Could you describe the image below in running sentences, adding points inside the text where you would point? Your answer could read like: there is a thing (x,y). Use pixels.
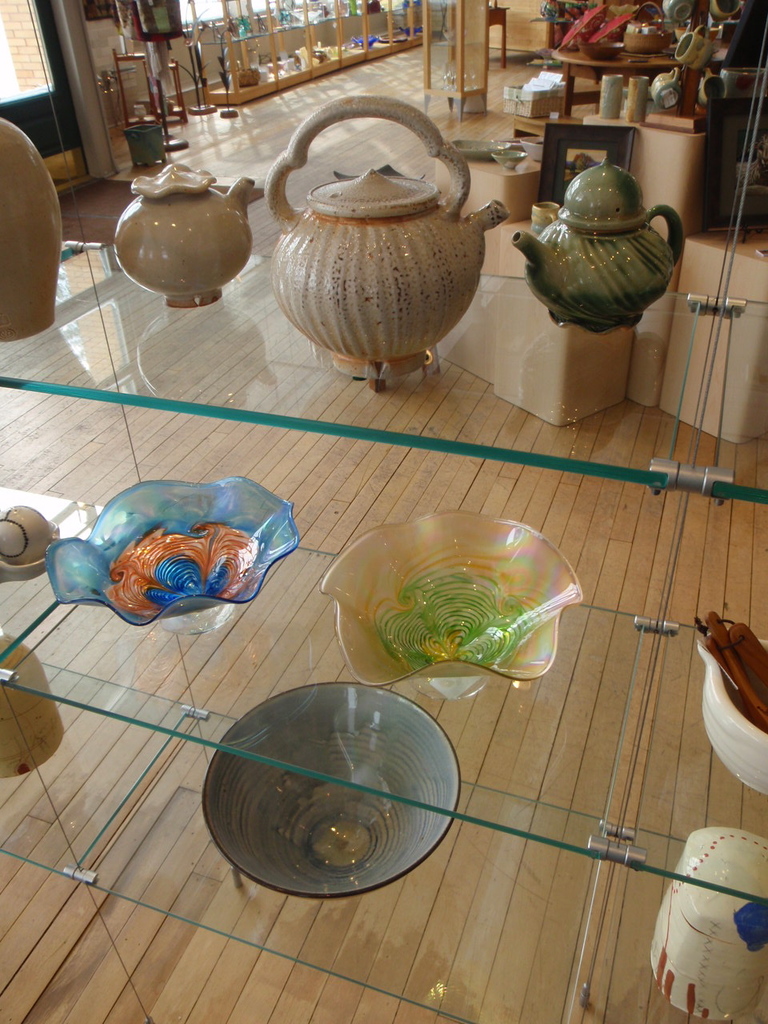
This image consists of crockery (603,278) which are made up of ceramics (412,747) and glass (432,590). In the front (224,820), there are bowls (425,580) kept in a glass cupboard (502,882). At the bottom (119,995), there is floor (119,995) made up of wood (106,992). To the left (61,65), there is a door (54,118).
